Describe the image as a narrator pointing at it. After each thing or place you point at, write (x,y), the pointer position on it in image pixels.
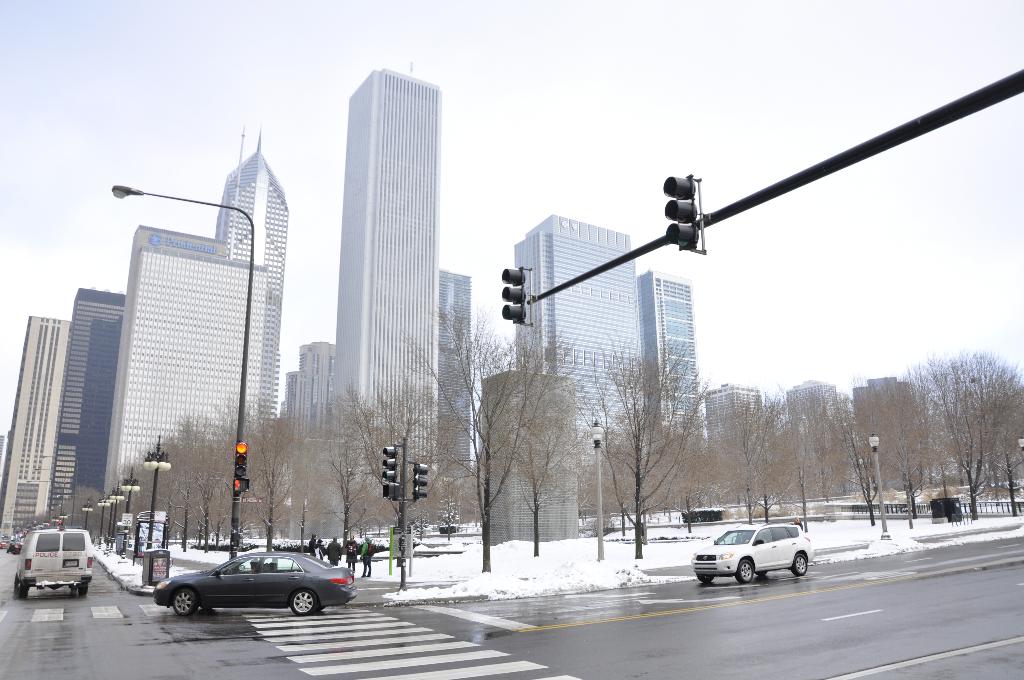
In this picture I can see few vehicles (294,603) and the snow (416,590) in the middle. There are trees (559,410) and lights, in the background (26,517) I can see few buildings (416,405), at the top (542,90) there is the sky (530,202).
